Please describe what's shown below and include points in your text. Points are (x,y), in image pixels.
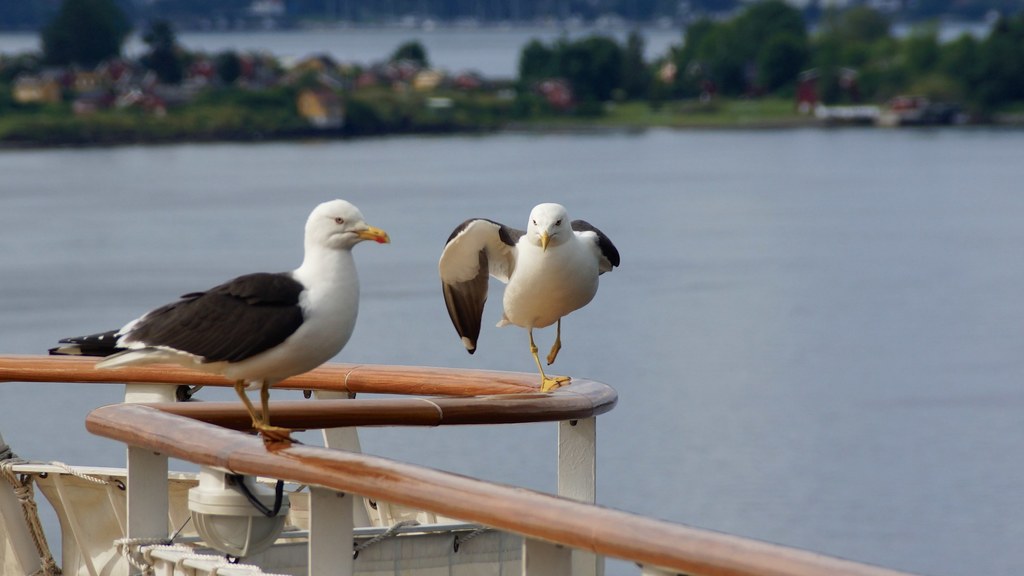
In this image there is water (635,267). There are two birds (481,290). There are trees (615,95) in the background (244,112).
